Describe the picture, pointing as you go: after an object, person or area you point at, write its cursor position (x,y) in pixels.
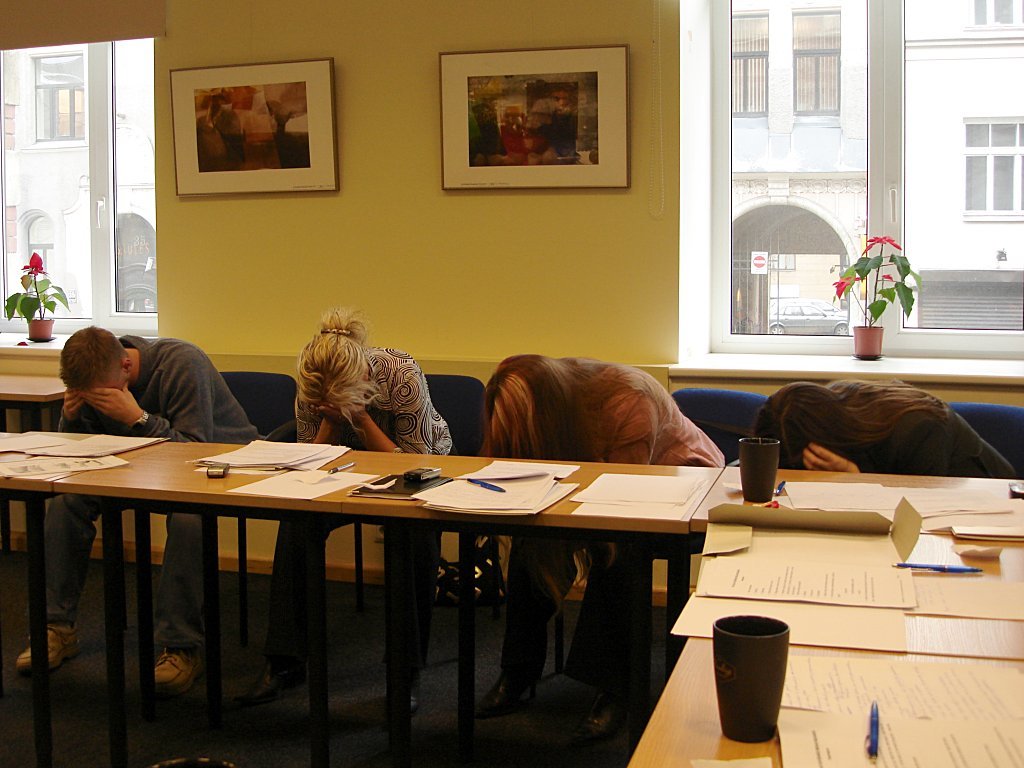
There are four people (95,337) who are laying their heads (104,348) down, there is a table (462,518) in front of them and there are lot of papers (846,617) and pens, there are two black color cups (761,630) on the table (781,480), behind these people (824,450) there are two photo frames (501,131) attached to the wall (401,152) which is of cream color and there are two windows (94,299) on the either side and there are plants (850,271) in front of the window (804,350), in the background (829,101) there is a building (81,136).
